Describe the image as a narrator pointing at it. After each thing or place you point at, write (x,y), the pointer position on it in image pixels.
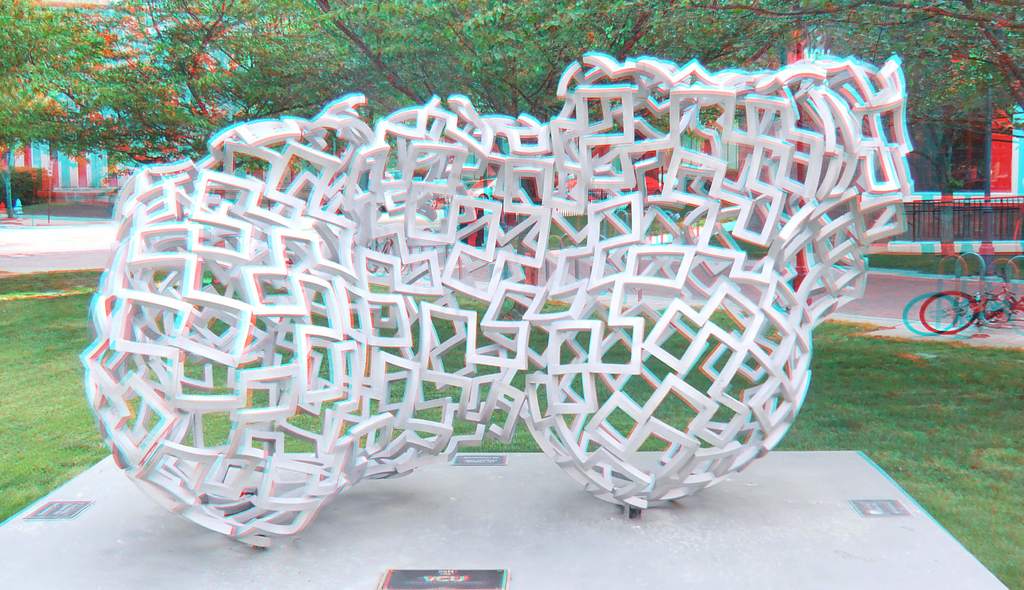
In the center of the image (378,337) there is a white color object (570,343) on the surface (609,535). In the background of the image (362,50) there trees (481,79). To the right side of the image (1008,316) there is a bicycle (956,315). There is grass (811,391).
